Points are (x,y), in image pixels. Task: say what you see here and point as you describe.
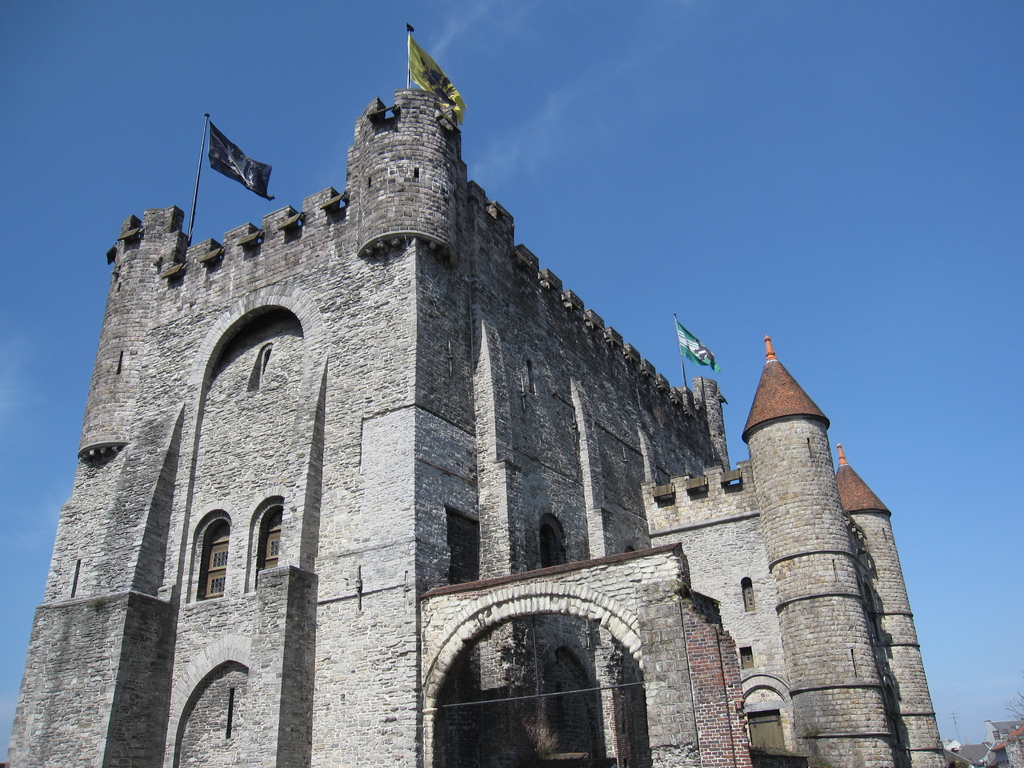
In this picture we can see a building (422,482), on the top of the building (658,383) we can see three flags (681,329).
